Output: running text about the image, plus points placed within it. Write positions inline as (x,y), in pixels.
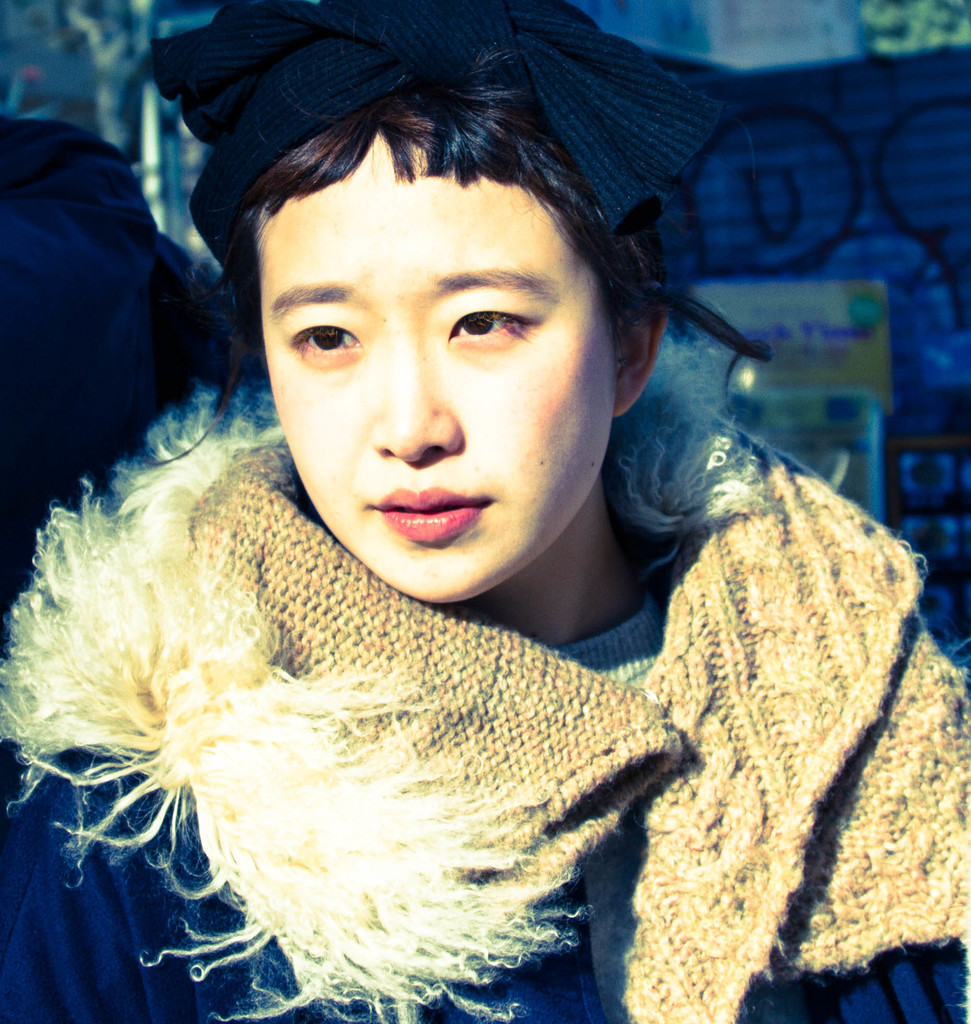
In the center of the image (599,570) we can see a person (455,737) wearing a jacket (86,742). In the background (838,135) there is a wall (763,251) and we can see a graffiti (810,223) on the wall (930,400).
